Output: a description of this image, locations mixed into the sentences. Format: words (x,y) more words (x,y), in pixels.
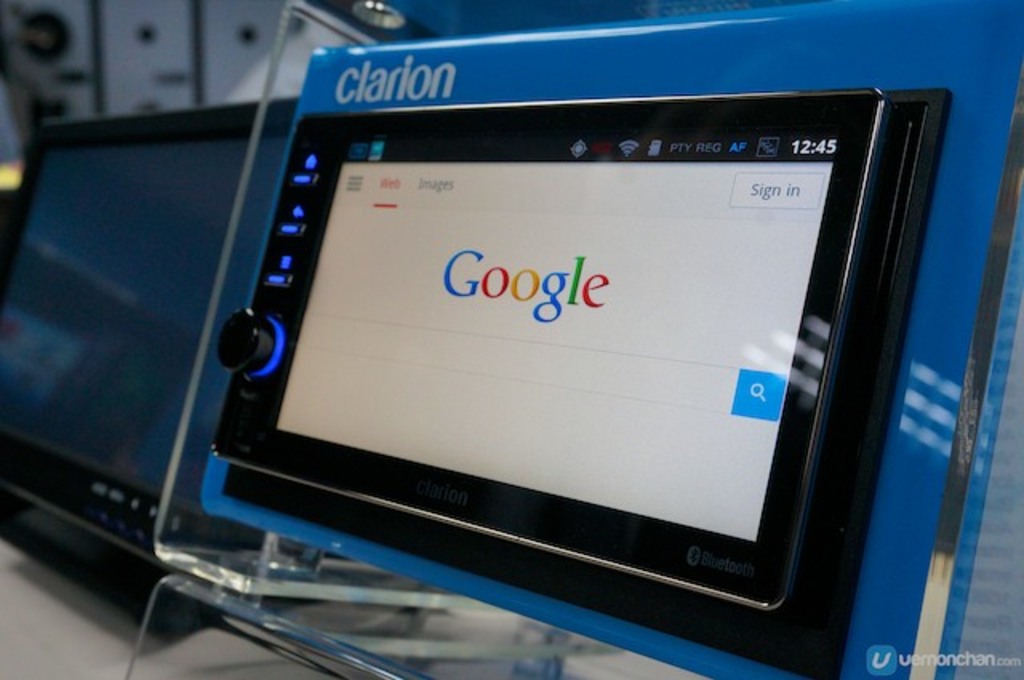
In the image there is a tablet (508,348) on a stand (359,72), behind it there is a monitor (164,346) on a table (9,594).
